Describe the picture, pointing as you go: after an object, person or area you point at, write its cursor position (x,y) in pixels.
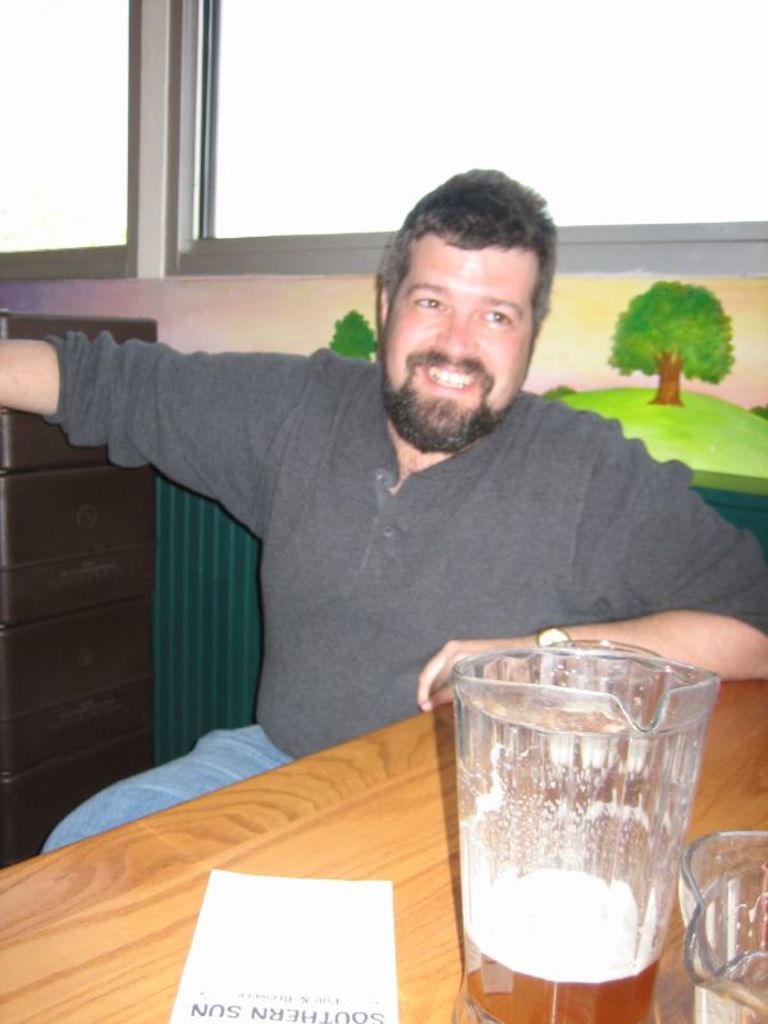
In the center of the image (366,572) there is a man (366,572) sitting before him there is a table (294,810). We can see a jug (534,924) and paper (274,895) placed on the table (183,899). In the background (236,190) there is a window (196,136).
